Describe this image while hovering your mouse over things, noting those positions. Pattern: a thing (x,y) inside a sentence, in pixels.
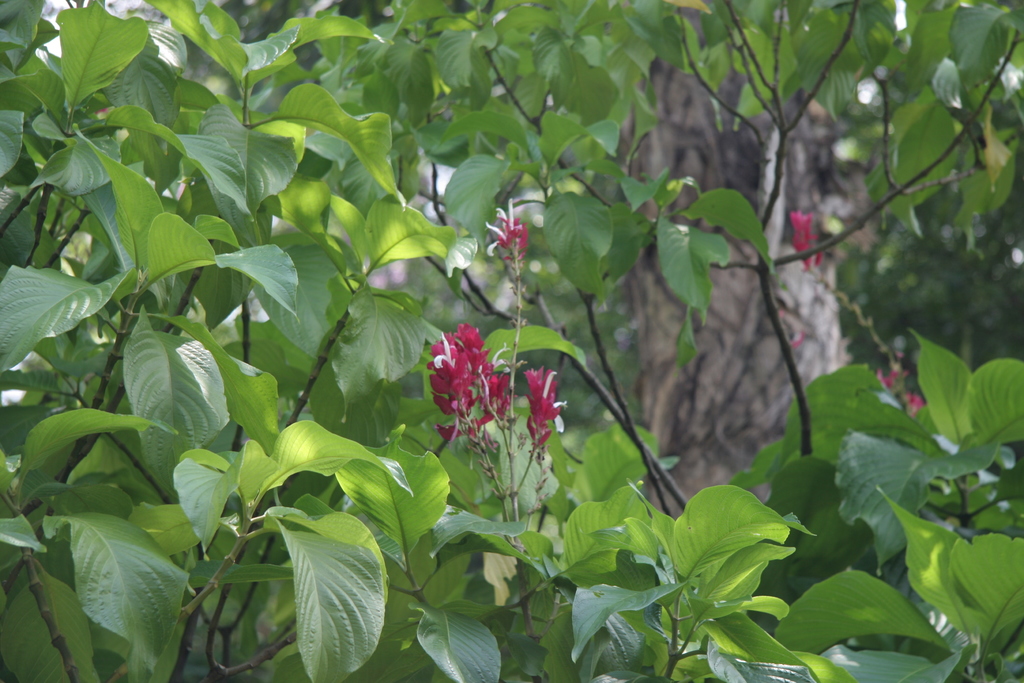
In the image there are many branches (179,419) of plants (341,441) and in between the branches (333,540) there are few flowers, in the background (769,395) there is a tree trunk (703,386).
